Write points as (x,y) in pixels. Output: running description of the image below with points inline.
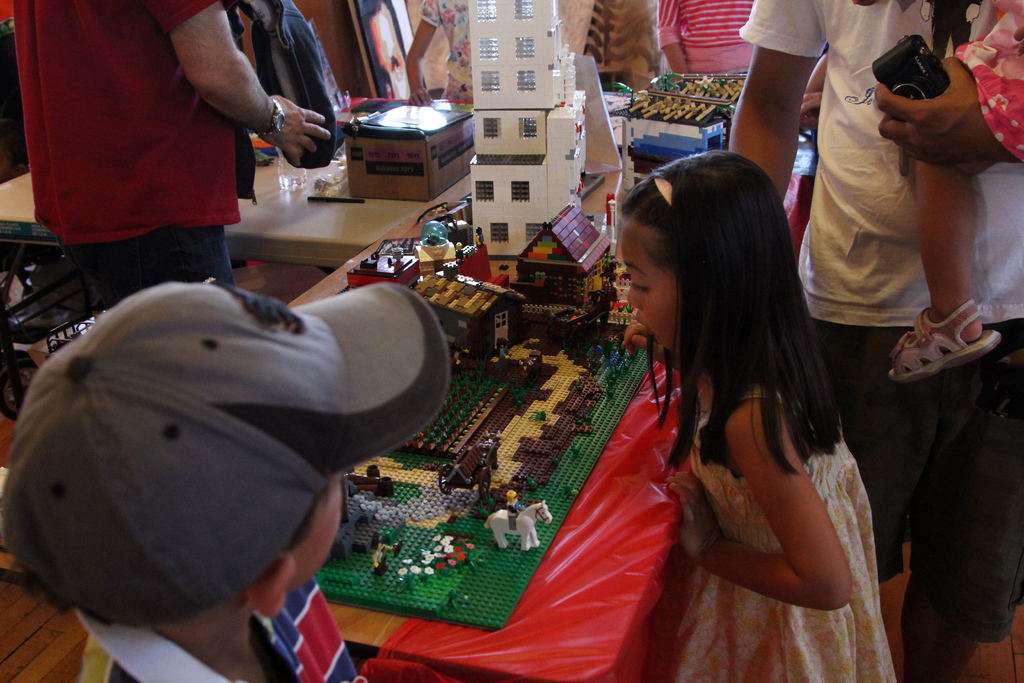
On the left side of the image (209,508) we can see a boy (137,549) wearing a cap (246,529) on his head (268,584). On the right side of the image (756,546) we can see a girl (760,472) looking at the toy (472,502) on the table (530,526). In the background of the image (876,193) we can see few more people (889,189).
